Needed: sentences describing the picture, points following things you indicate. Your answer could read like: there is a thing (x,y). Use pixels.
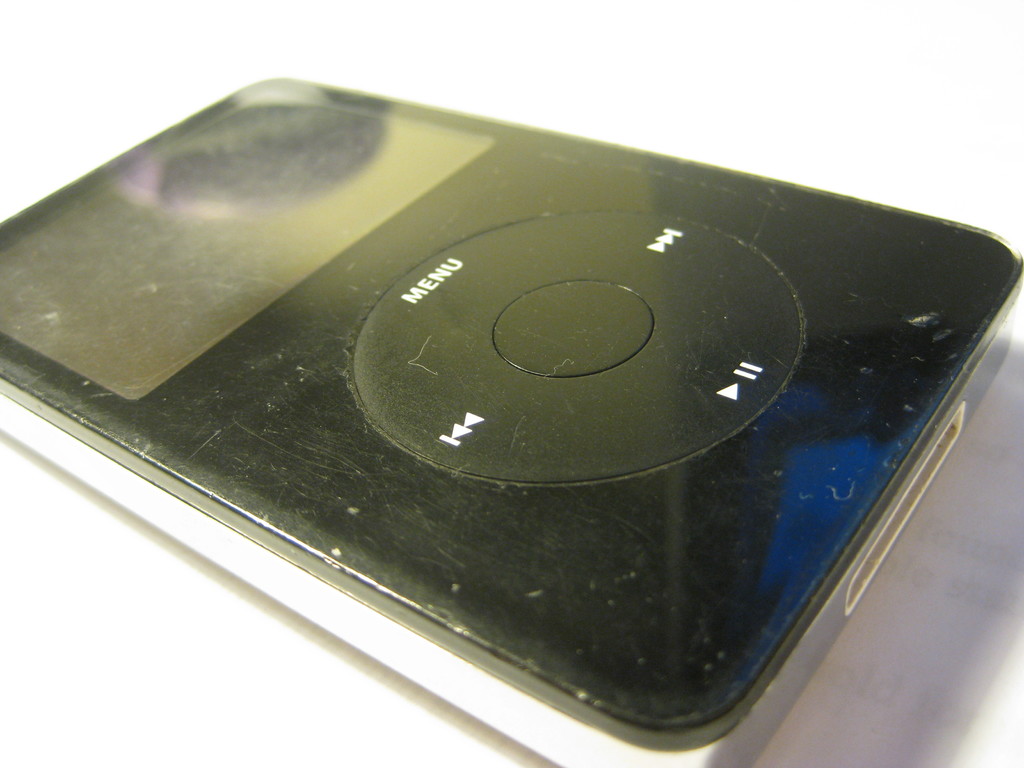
In this image in the center (493,512) there is an electronic device (526,417).
